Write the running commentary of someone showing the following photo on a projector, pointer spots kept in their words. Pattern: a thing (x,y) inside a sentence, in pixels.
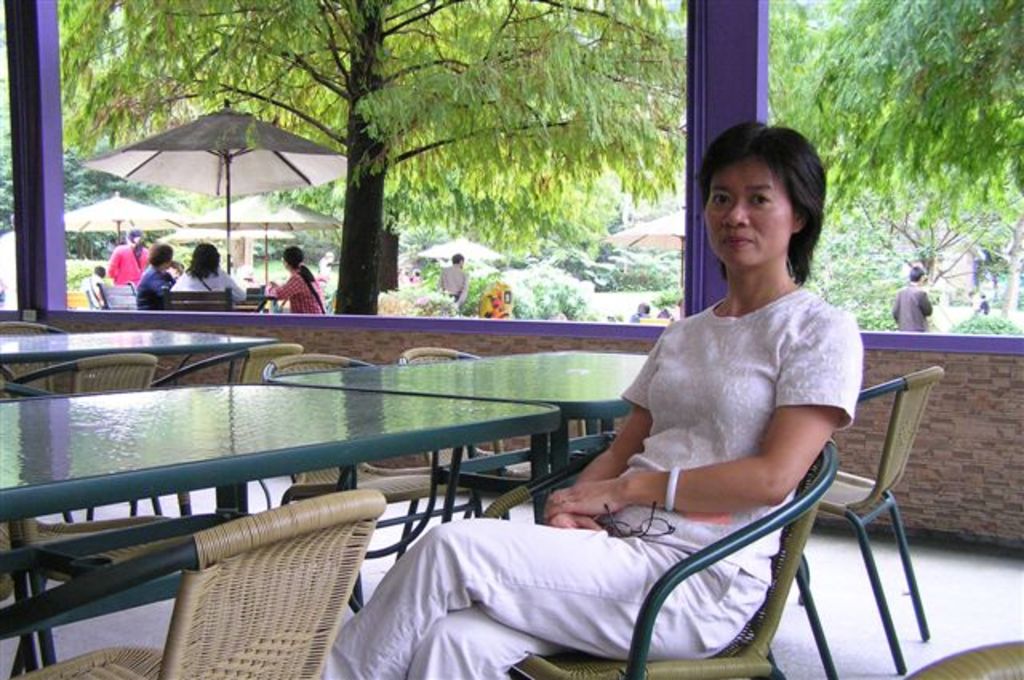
In this image we can see a few people (470,549), among them some are sitting on the chairs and some are standing, we can see there are some umbrellas (229,256), trees (346,255), tables (384,425), plants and pillars (43,118).
